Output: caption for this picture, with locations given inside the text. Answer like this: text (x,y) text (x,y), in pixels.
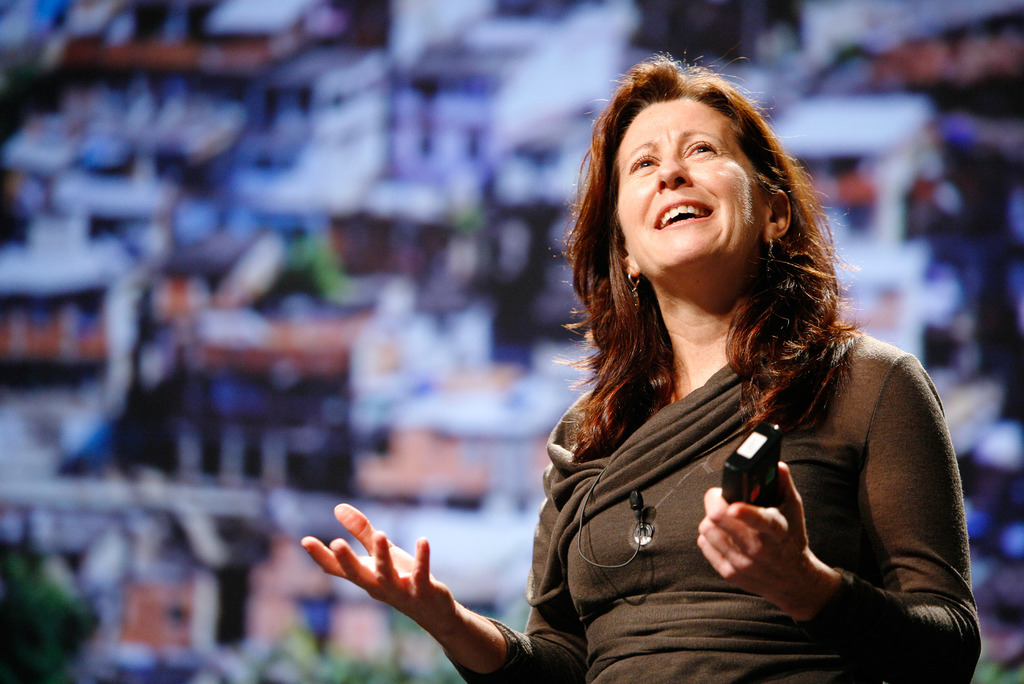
In this image I can see a woman (771,326) and I can see she is holding a black colour thing (736,493). In the background (11,464) I can see few white colour things (263,274) and I can see this image is blurry from background (135,551).
